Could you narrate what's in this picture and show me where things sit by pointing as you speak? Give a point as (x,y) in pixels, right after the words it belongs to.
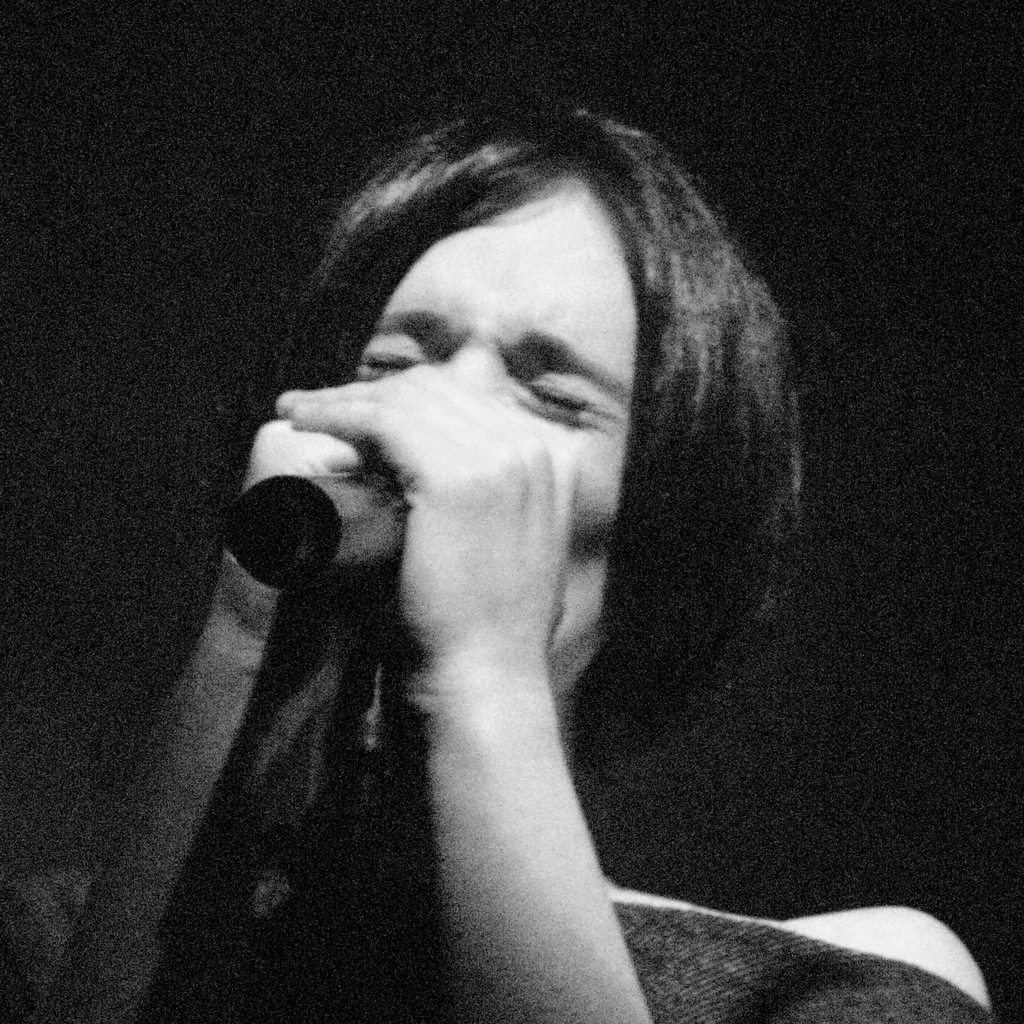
This is a black and white pic. We can see a person (506,759) holding a mic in the hands (402,400). In the background (872,208) the image is dark.
